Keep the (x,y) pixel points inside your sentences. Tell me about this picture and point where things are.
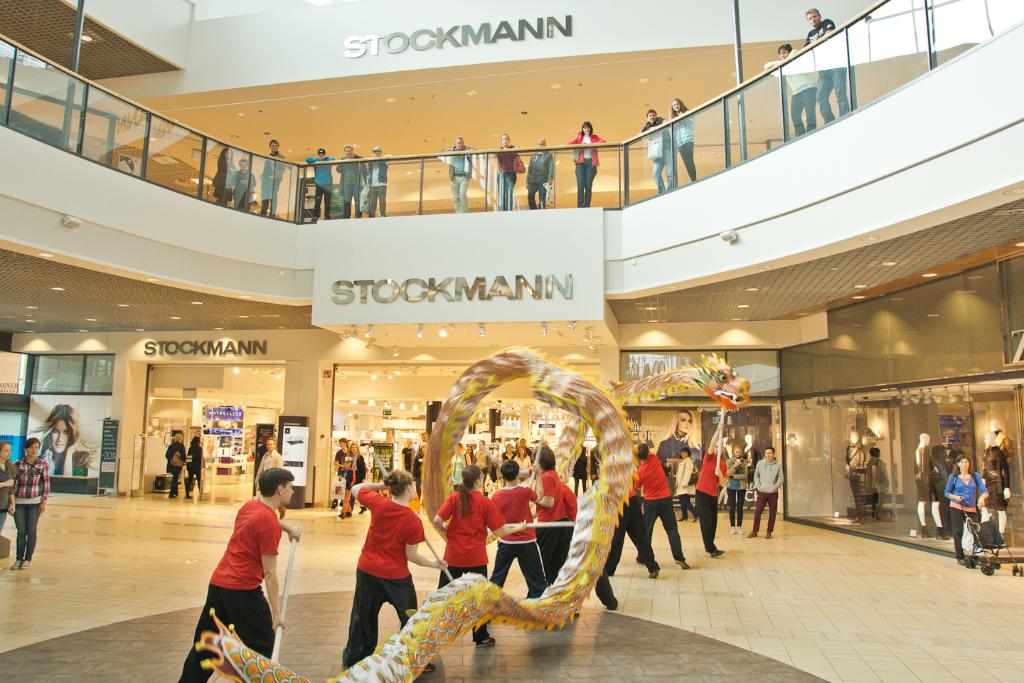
In this picture, we can see a few people (344,449), and we can see a few people (393,476) in the red T-shirts (561,509) are holding some objects (712,387), we can see the floor (333,534), store (223,370), posters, and we can see the roof (446,89) with lights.
